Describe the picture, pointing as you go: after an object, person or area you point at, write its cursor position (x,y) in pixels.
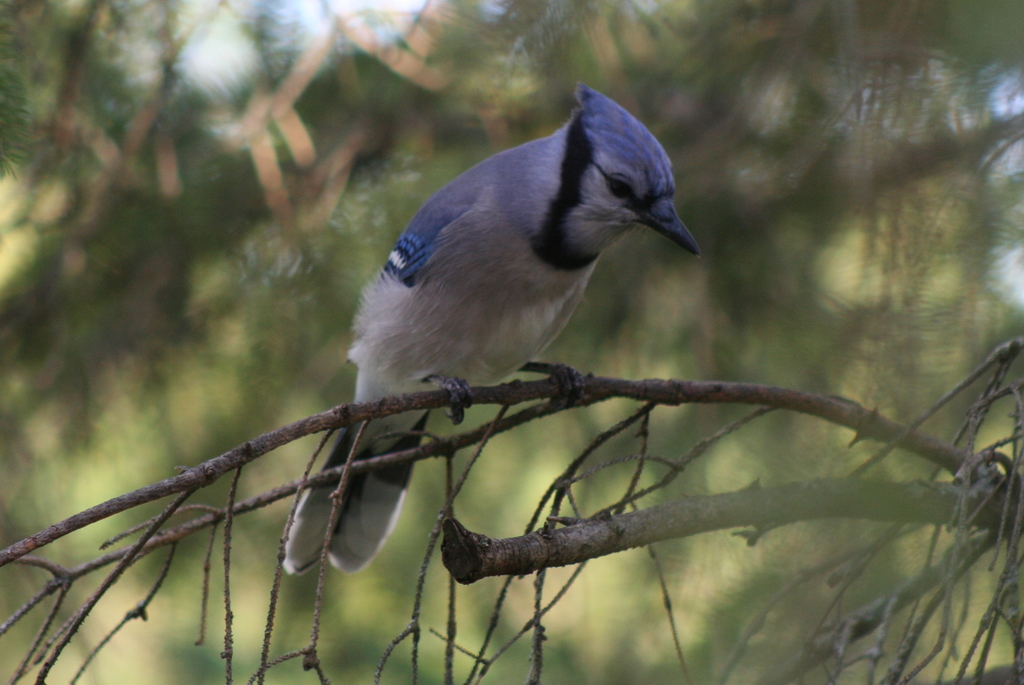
In the foreground of the picture (359,503) we can see a bird (487,334) sitting on the stem (393,410). The background (856,269) is blurred.
